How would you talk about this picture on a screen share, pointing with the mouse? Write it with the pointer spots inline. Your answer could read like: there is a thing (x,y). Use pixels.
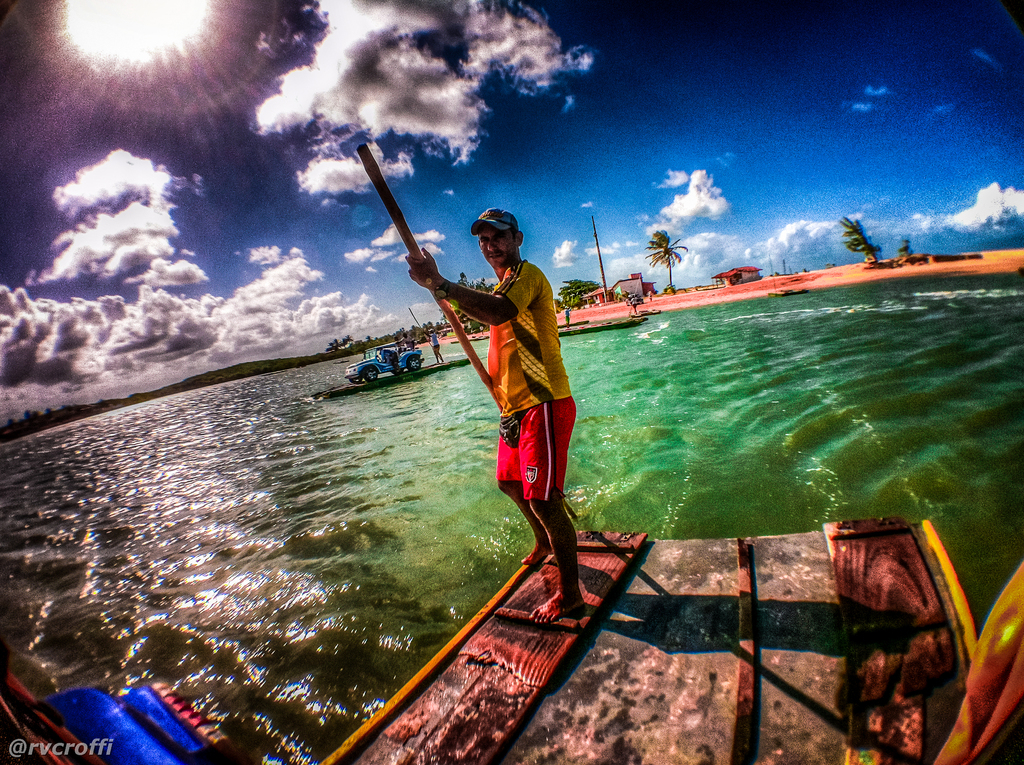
The man (523,414) in yellow T-shirt (519,389) who is wearing a cap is sailing the boat (530,610). Behind him, we see a jeep (378,360) in blue color. There are buildings (724,278), trees (349,341) and a pole (604,288) in the background (645,284). At the top of the picture (612,162), we see the sky (633,123), clouds (419,122) and the sun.
